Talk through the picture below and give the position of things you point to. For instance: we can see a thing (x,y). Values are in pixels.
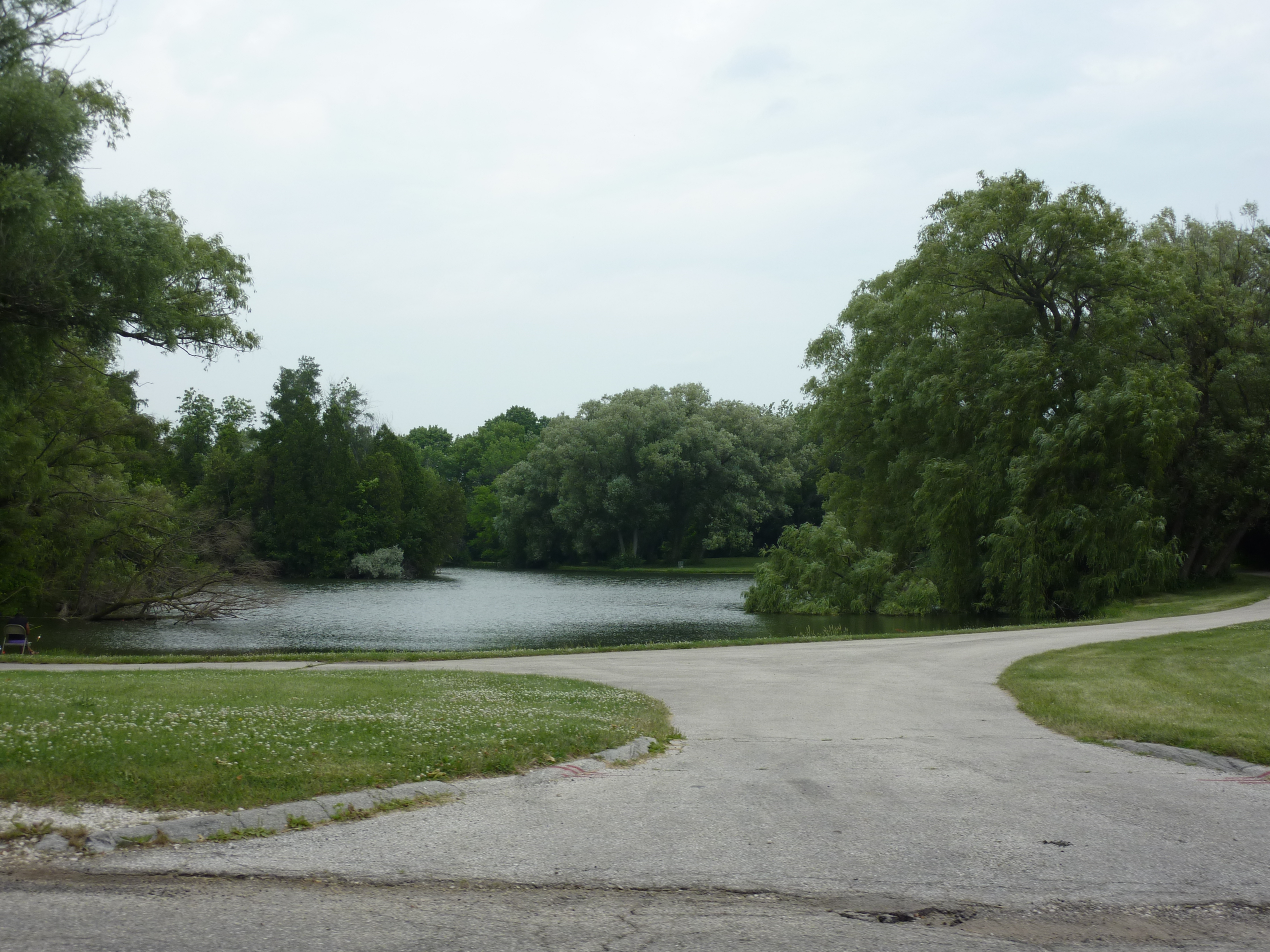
In this image we can see a water body (628,621), the pathway (826,765), grass (287,689), a group of trees (917,584) and the sky (767,256) which looks cloudy.
